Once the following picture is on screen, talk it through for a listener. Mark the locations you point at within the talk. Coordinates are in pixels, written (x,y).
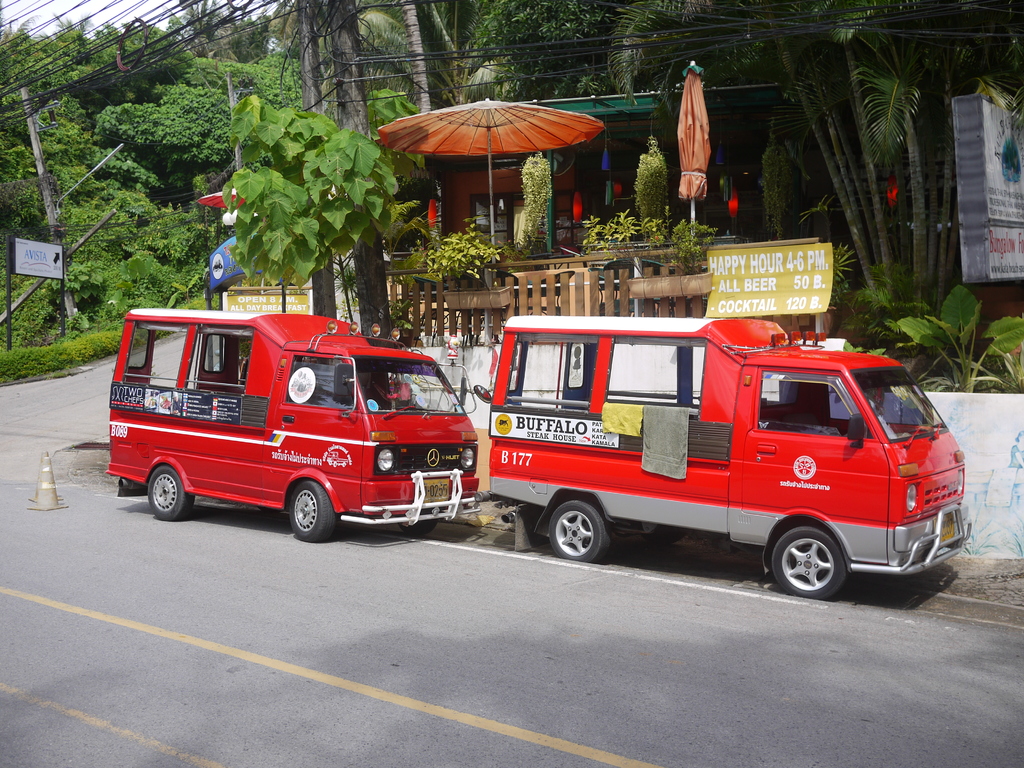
In this image I can see two vehicles (140,339) which are in red color on the road (86,386). Background (344,161) I can see two umbrellas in brown color, trees (232,170) in green color and sky (144,11) in white color.
